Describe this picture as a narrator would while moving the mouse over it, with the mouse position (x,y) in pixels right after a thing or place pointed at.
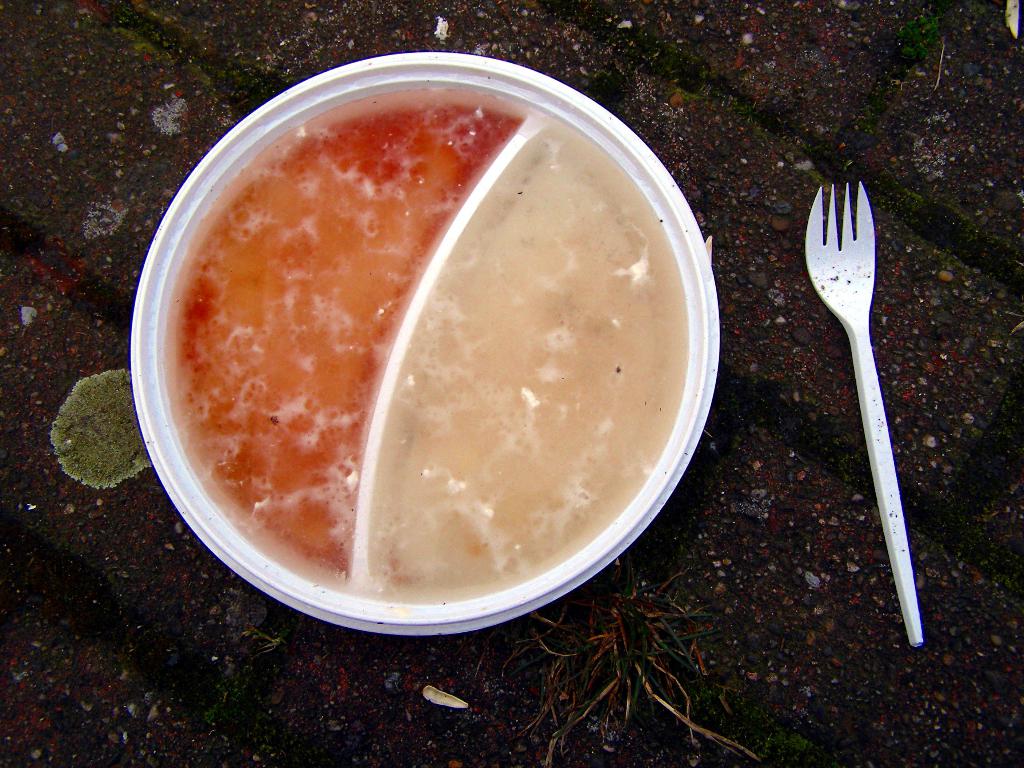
We can see in the image there is a surface of the road (133,143) on which a white box (332,100) is kept and the white box (413,324) is divided into two parts (470,182). It is filled with soups (344,317), one soup (332,246) is of red colour another soup (500,233) is of cream colour and there is a fork (865,382) kept beside it.
